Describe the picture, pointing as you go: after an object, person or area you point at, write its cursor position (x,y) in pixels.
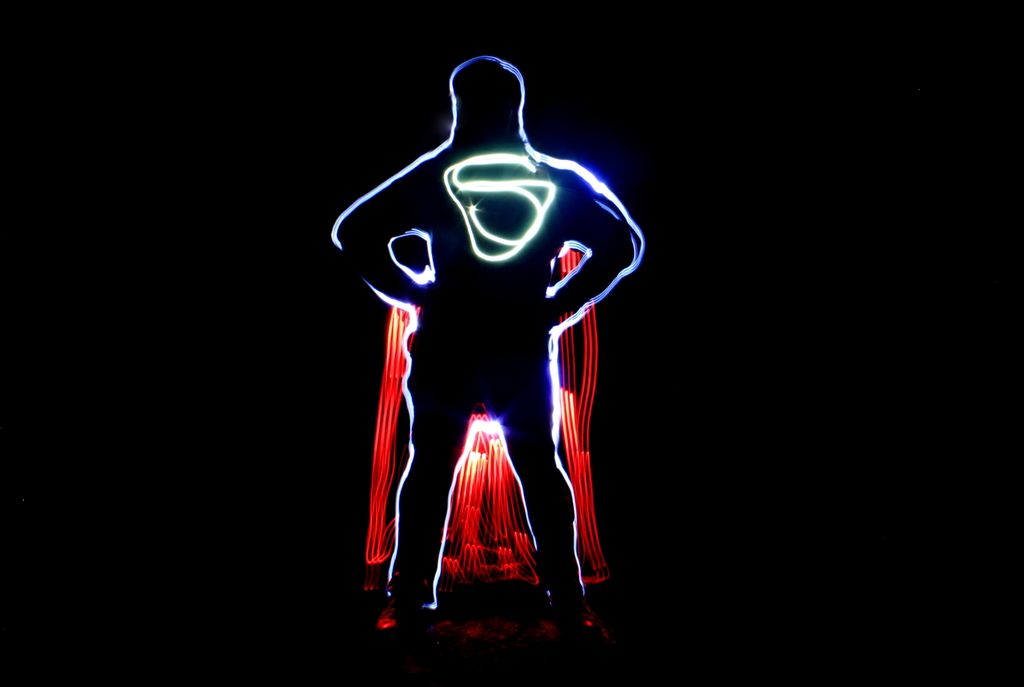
In the center of the image (536,345) we can see a shadow (528,444) of a person (475,322) with lights (563,404). In the background (233,20) the image is dark.
